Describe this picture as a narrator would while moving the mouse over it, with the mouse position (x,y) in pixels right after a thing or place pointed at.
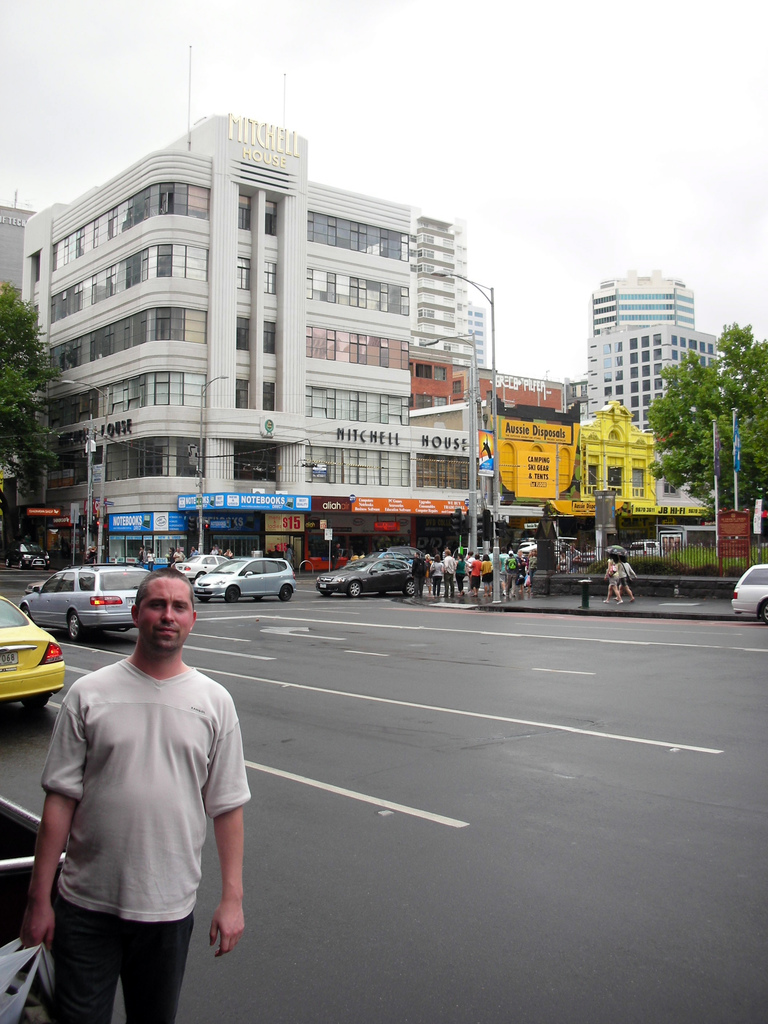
In this image I see man (166,752) over here who is standing and I see that he is holding a bag (30,979) in his hand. In the background (8,784) I see the road (260,750) on which there are vehicles (42,621) and I see the buildings (385,420), trees (736,399), light poles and few more people (481,573) over here and I see the sky (491,138).
